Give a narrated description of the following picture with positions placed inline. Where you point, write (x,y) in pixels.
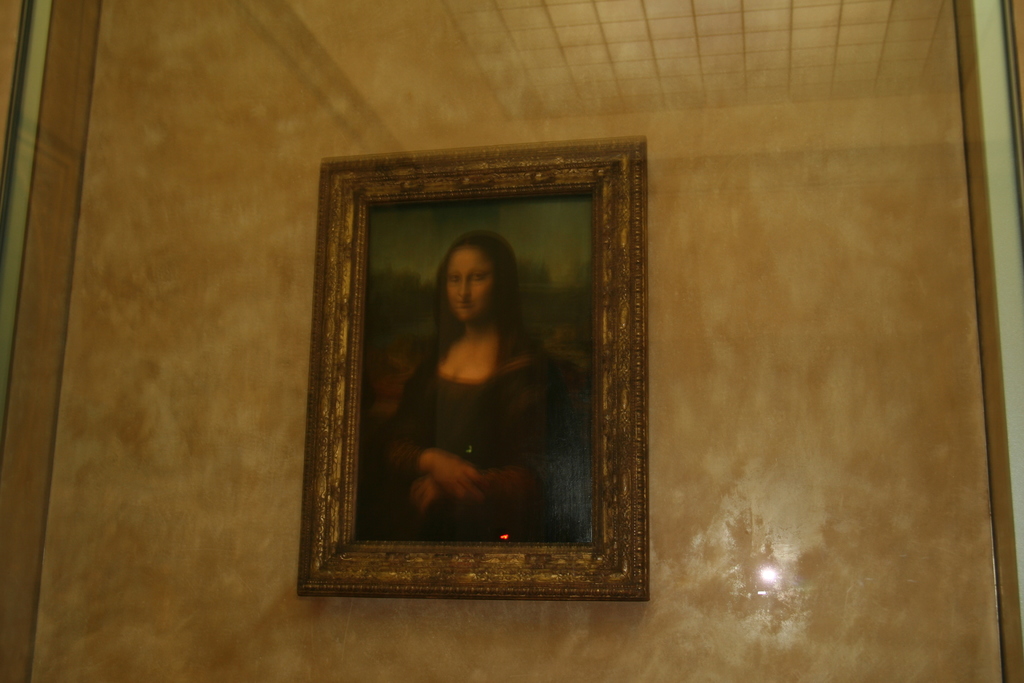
In this image I can see the brown colored surface (780,326) and a photo frame (522,398) of the woman (470,283) in the middle (536,308).
